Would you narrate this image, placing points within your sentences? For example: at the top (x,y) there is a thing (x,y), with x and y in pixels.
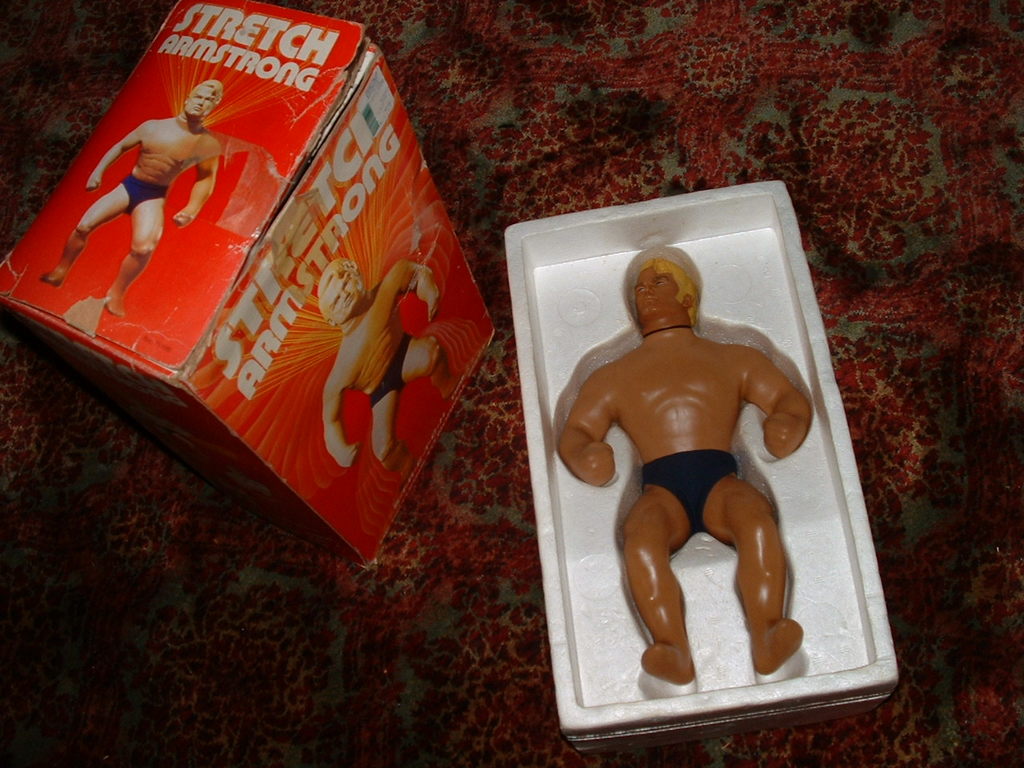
In the image we can see there is a toy (728,487) kept in a box (599,588) and beside there is a toy box (283,334) kept on the carpet (149,491).
